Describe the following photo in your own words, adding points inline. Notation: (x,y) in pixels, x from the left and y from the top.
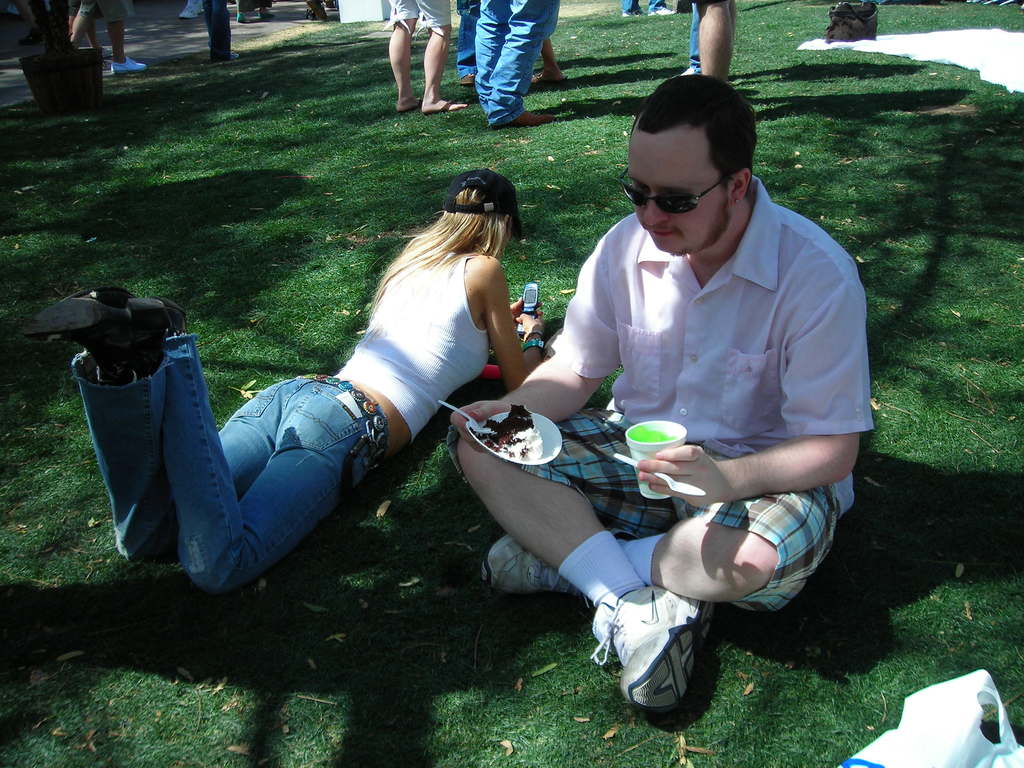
In the image there is a ground (216,240) with grass (763,169). Also there are many people (646,230). One man (755,368) is sitting and holding a glass (655,449) with drink (651,432). Also holding a plate (544,455) with spoon (474,423) and food item (509,433). And he is wearing a specs (643,198). And another lady (425,361) is lying on the ground (350,500). And she is wearing a cap (486,190) and holding a mobile (531,303). At the top left corner (70,84) there is a pot (59,67) with a plant (49,43). Also there is a cover (904,730) at the bottom (920,729).
